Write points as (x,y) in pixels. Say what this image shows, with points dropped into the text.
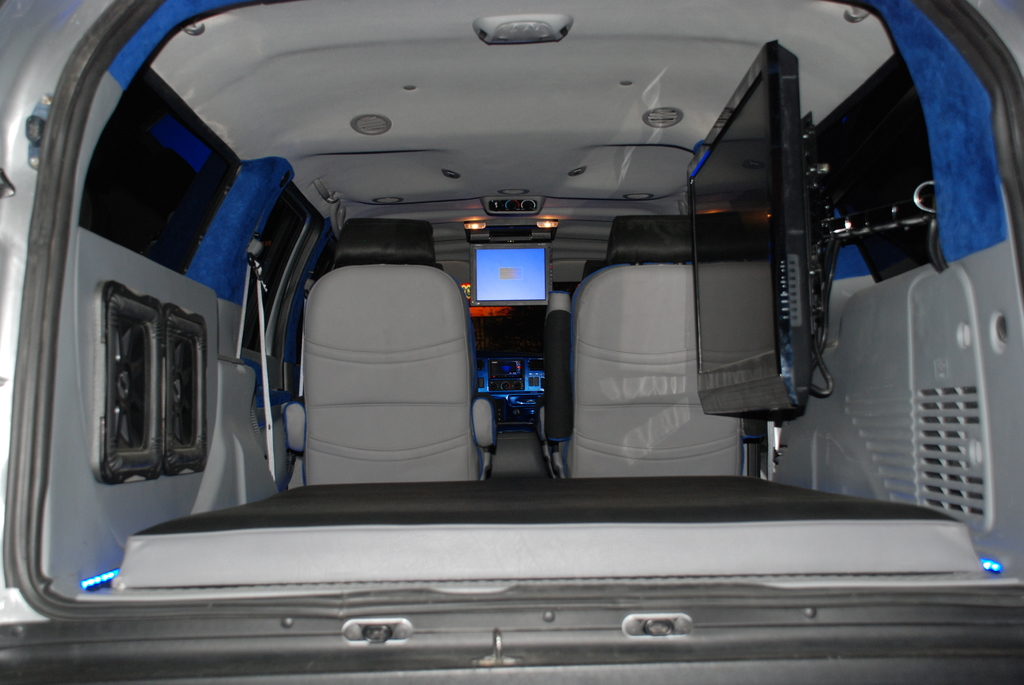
In this picture we can see seats (444,292), televisions (504,249), lights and these all are inside a vehicle (430,174).
